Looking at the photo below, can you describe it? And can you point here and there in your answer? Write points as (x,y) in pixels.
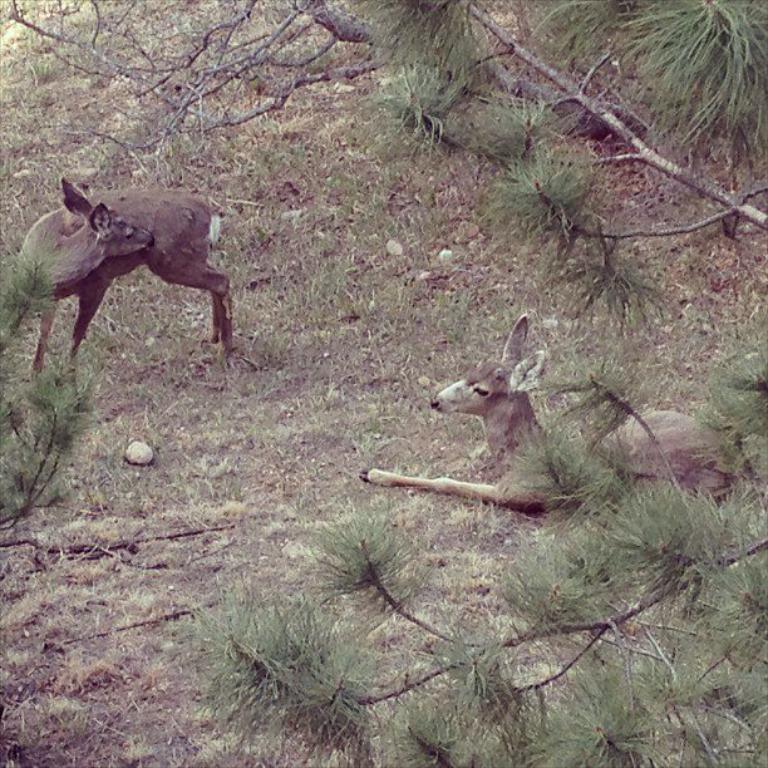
There is deer (693,466) on the right (692,480) and left side of the image (127,253) and there is greenery (745,395) around the area.
